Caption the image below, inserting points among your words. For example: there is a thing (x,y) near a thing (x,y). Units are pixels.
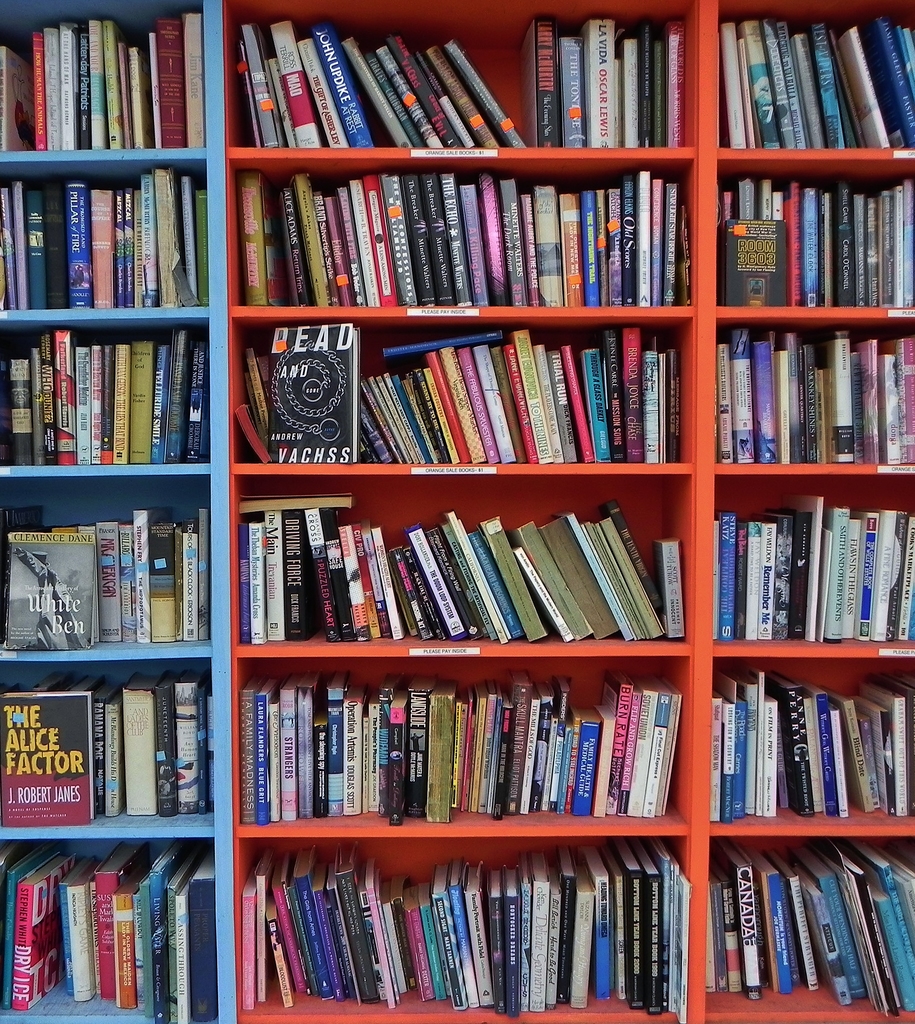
In the image we can see a bookshelf (104,1014).
